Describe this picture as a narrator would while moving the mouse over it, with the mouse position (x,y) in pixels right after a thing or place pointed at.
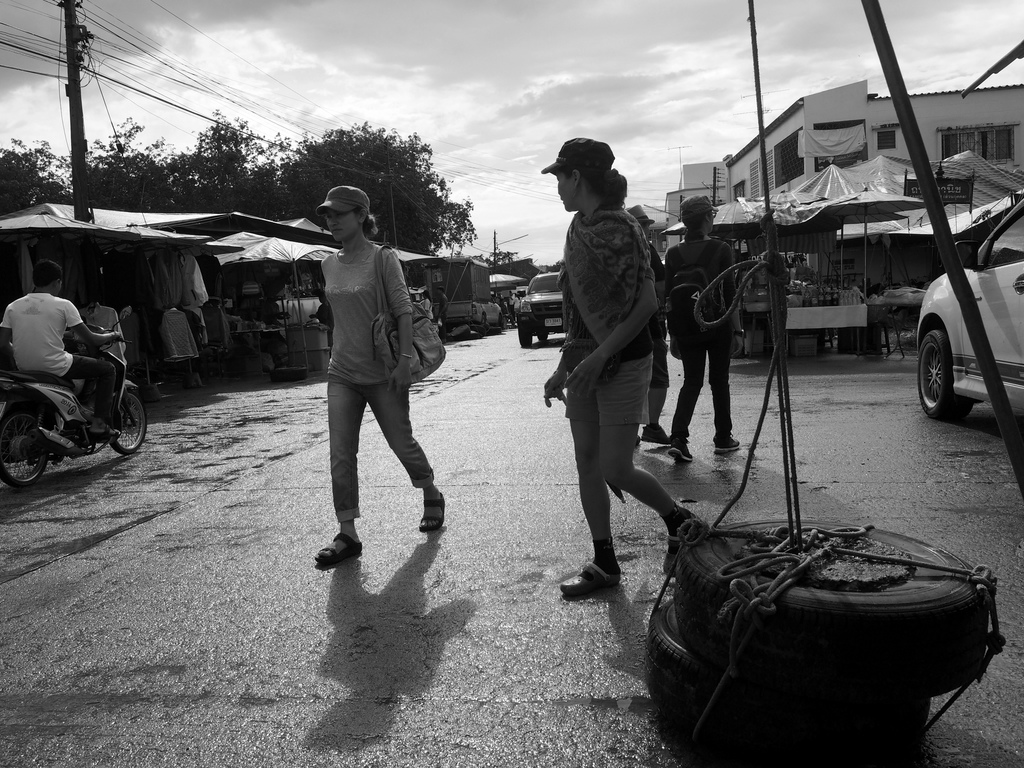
In this image we can see the people (663,390) walking on the road (549,562) and the other person (111,383) riding a motorcycle (68,381). And there are vehicles (527,308) and stalls (515,276) on the road (838,484). We can see the tires (781,598) tied with rope (768,228) and there is a current pole (71,26). In the background (569,95), we can see the trees (399,149) and the sky (561,112).
